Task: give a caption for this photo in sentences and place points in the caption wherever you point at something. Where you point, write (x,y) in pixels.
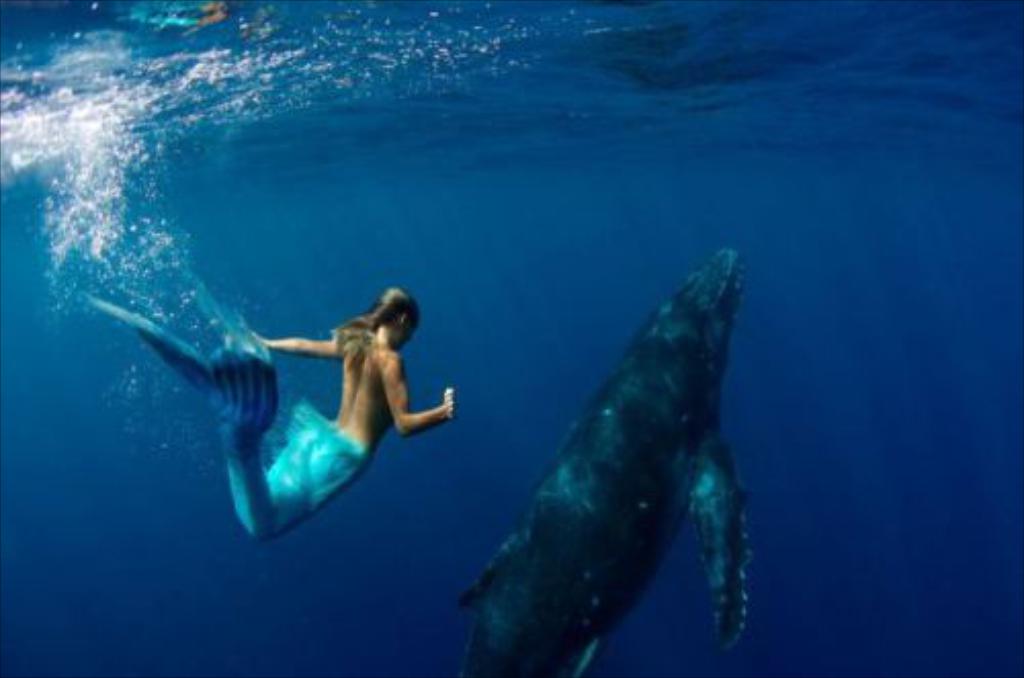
In the image we can see water (85,322), in the water (551,391) we can see a whale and mermaid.
